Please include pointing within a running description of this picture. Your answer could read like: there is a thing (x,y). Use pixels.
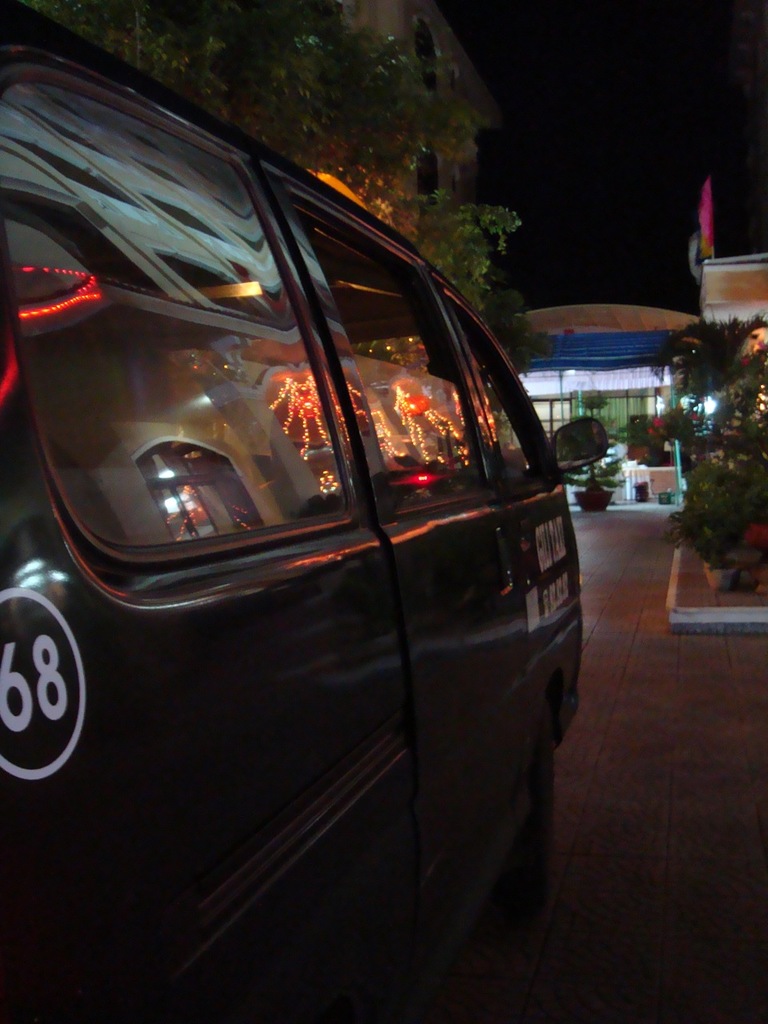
In this picture we can see a vehicle (279,593) on the path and behind the vehicle (274,507) there are trees (527,337), plants (739,509) and a house (616,369). Behind the house (572,350) there is a dark background (574,160).
